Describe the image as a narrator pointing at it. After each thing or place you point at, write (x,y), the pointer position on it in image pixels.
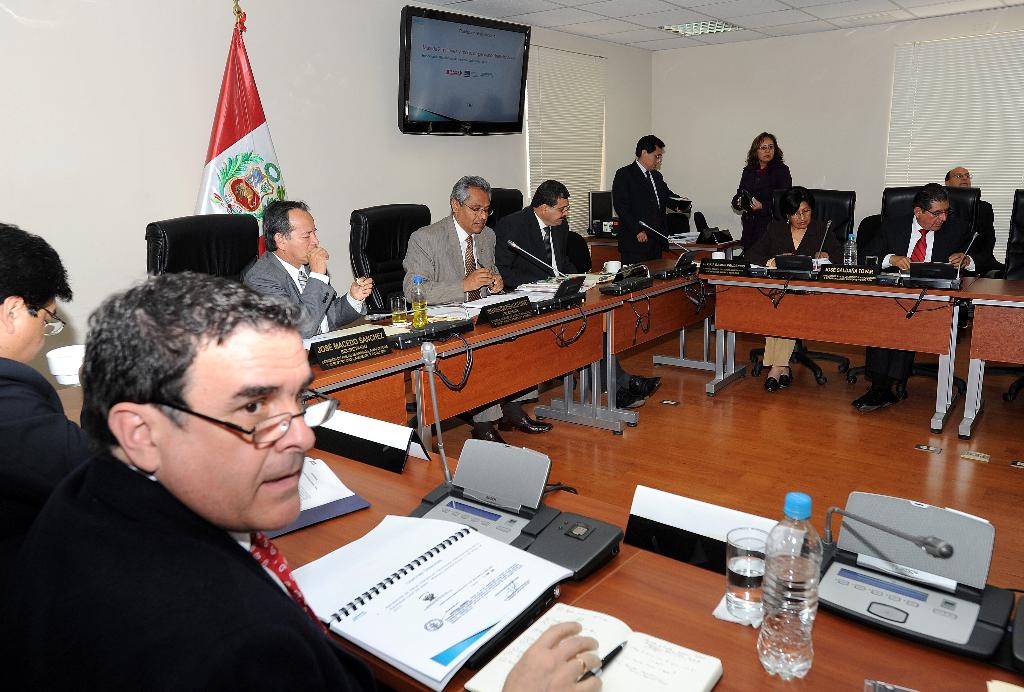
In the image we can see there are people (476,258) who are sitting on chair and on table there are water bottle (770,582), glass (759,551), paper (506,609), book (474,599), pen (614,652) and few people (653,199) are standing over here and there is a flag (234,139) near the wall (263,16).
